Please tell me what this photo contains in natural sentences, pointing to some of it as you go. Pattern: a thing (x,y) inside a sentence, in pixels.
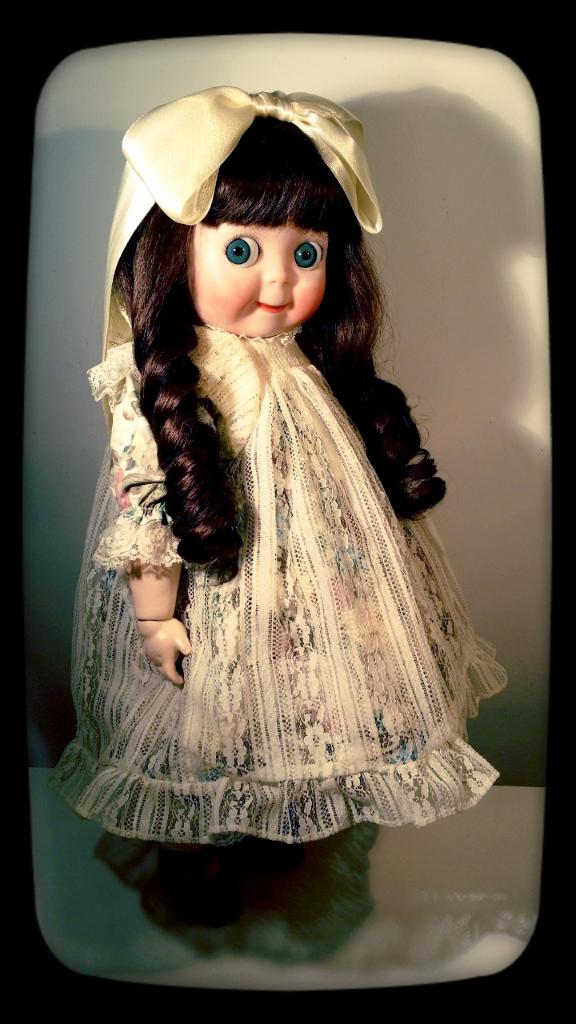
In this image we can see a doll (267,382), and the borders (88,3) are black in color.
